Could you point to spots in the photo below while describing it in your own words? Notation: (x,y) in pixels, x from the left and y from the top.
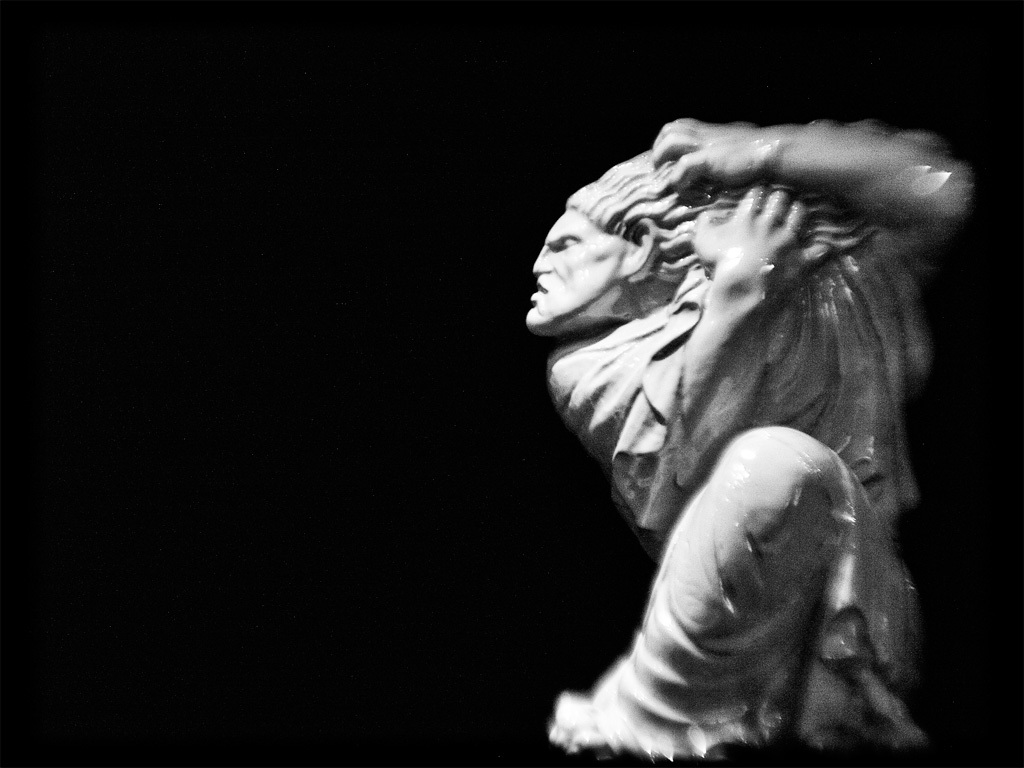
In this image I can see the statue (705,459) in white color and I can see dark background (559,59).
